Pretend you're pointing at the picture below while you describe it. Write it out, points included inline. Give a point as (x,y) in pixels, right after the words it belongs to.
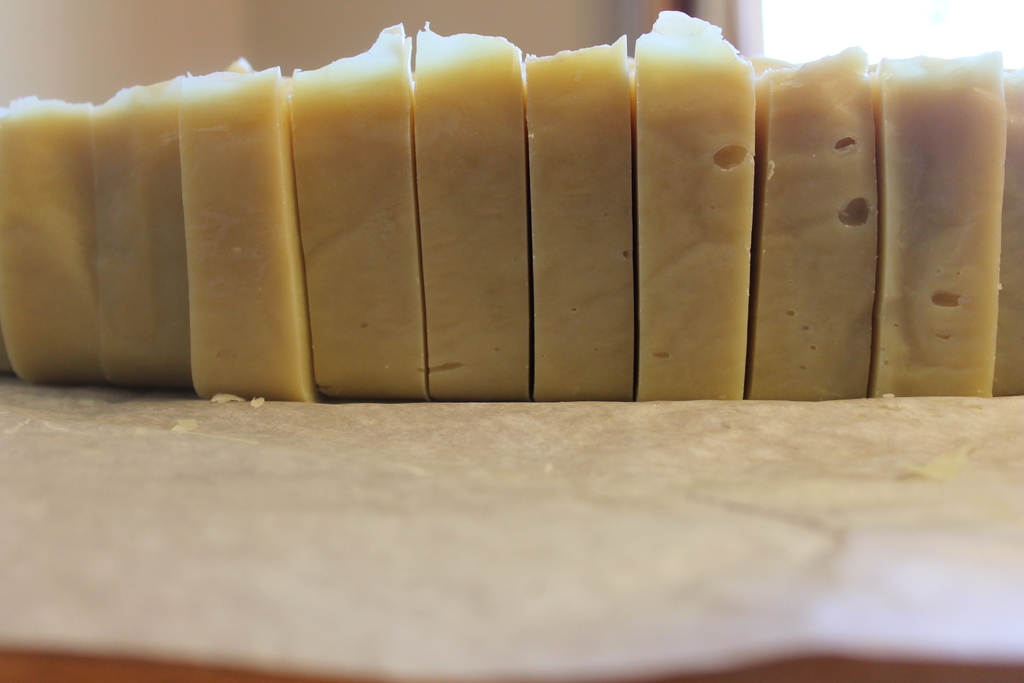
In this picture we can see a close view of some soap bars (447,380).
